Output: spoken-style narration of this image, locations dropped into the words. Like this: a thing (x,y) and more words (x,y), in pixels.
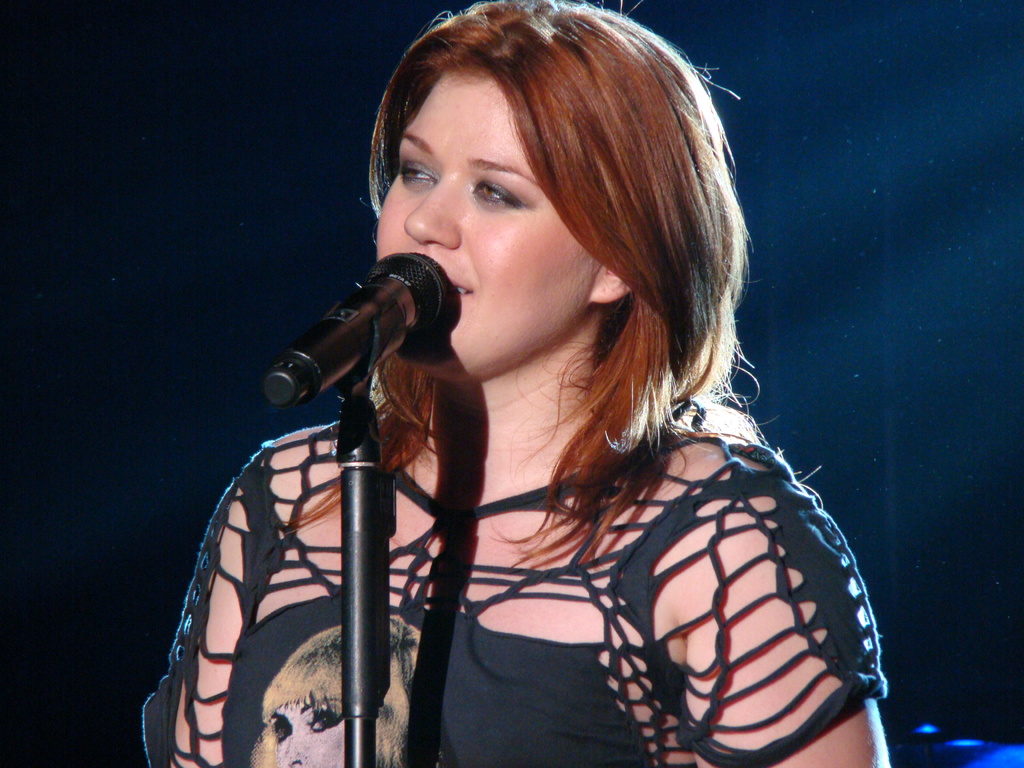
In this image the background (65,667) is dark. In the middle of the image (428,394) there is a girl (557,633) and there is a mic (425,286).
